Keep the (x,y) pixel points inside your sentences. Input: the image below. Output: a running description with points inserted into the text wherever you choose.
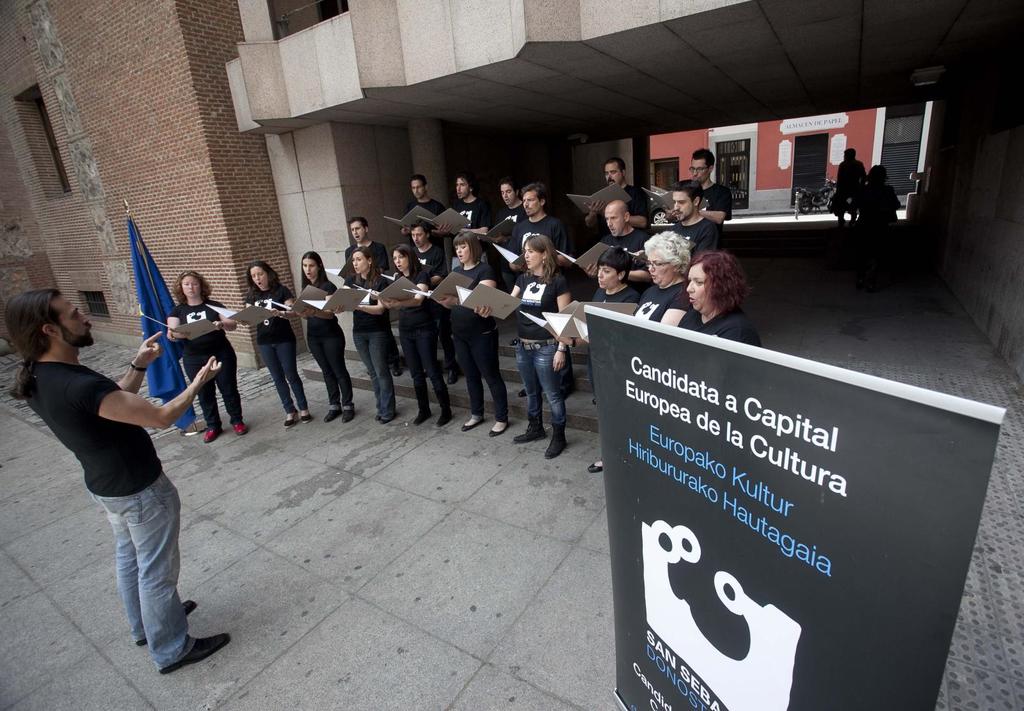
In the image we can see there are people (314,282) standing and they are holding file (604,307) in their hand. There is a flag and banner (700,451) kept on the ground (525,616) and there is a person (112,452) standing. Behind there is a building (959,216) and the wall (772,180) of the building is made up of red bricks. There are other people (870,192) standing at the back (866,204).
